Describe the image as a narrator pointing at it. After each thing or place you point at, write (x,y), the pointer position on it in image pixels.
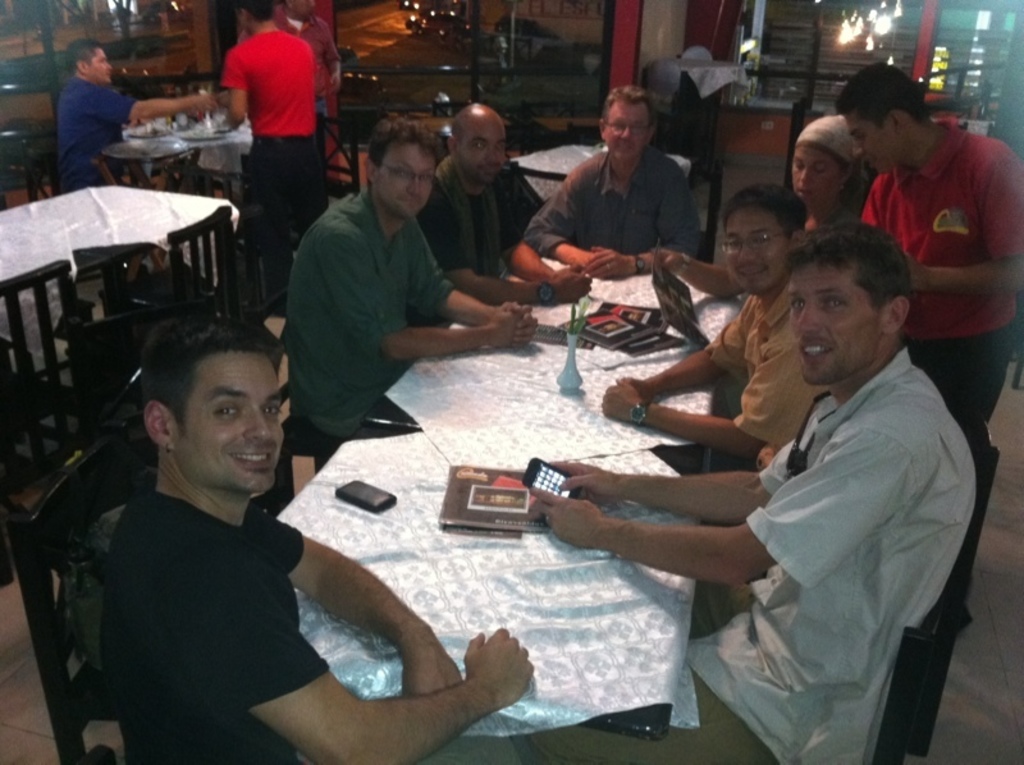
There are many people (263,421) sitting in the chairs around a table (434,399). Most of them were men (516,287) and a boy (965,231) is serving them. In the background (117,199) there are some tables (6,248) and chairs (123,164). There are many people (738,338) sitting in the chairs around a table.
